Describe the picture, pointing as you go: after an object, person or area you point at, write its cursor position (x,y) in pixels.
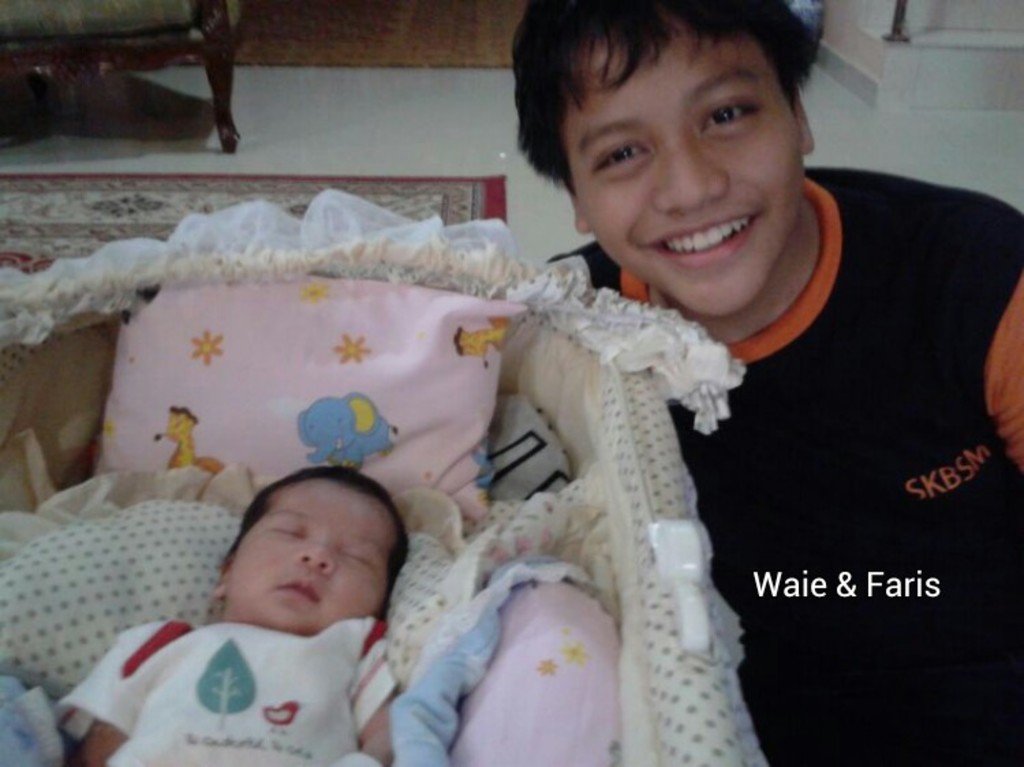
In this image on the right side (780,323) there is one person (787,344) who is smiling, and on the left side (264,642) there is one baby (334,628) who is sleeping and there are some pillows (489,502) and blankets (95,480). In the background (168,68) there is a chair (216,49) and carpets (311,182), at the top (478,156) there is a floor (452,165).
